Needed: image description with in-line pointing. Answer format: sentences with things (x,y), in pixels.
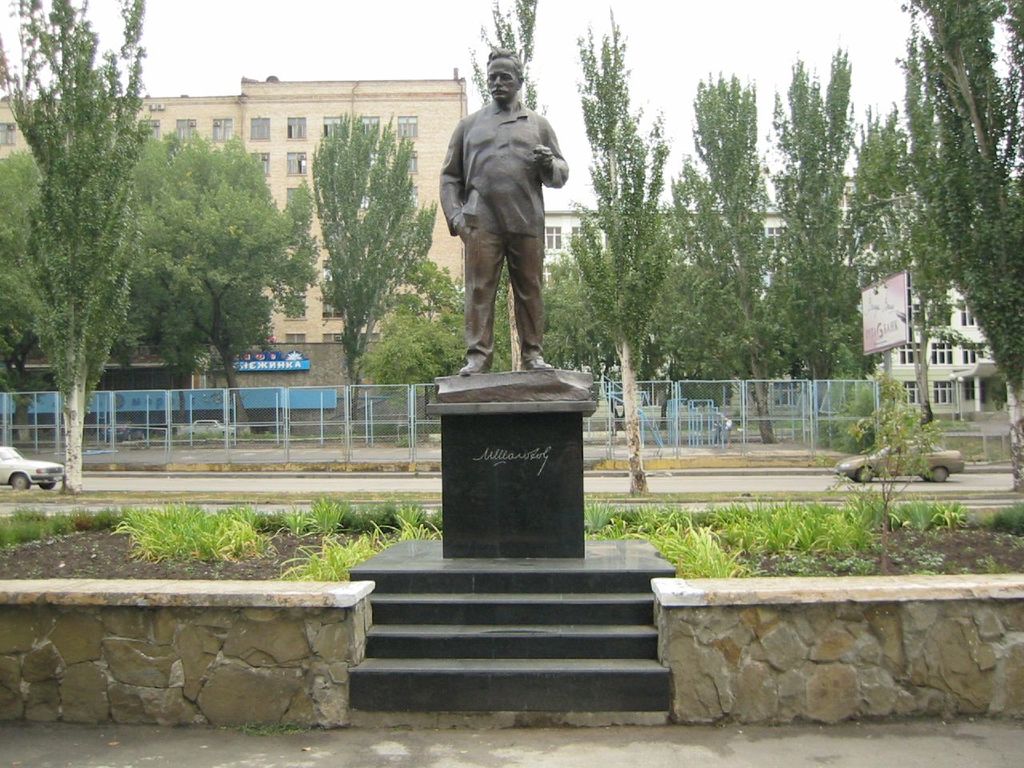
In this image we can see a statue (486,191), there are cars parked on road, fence (753,416), a group of trees (406,328), sign boards (900,330) with text (900,330). In the foreground (1014,514) we can see group of plants (885,544). In the background (274,11), we can see a group of buildings (554,229) and the sky (275,28).
